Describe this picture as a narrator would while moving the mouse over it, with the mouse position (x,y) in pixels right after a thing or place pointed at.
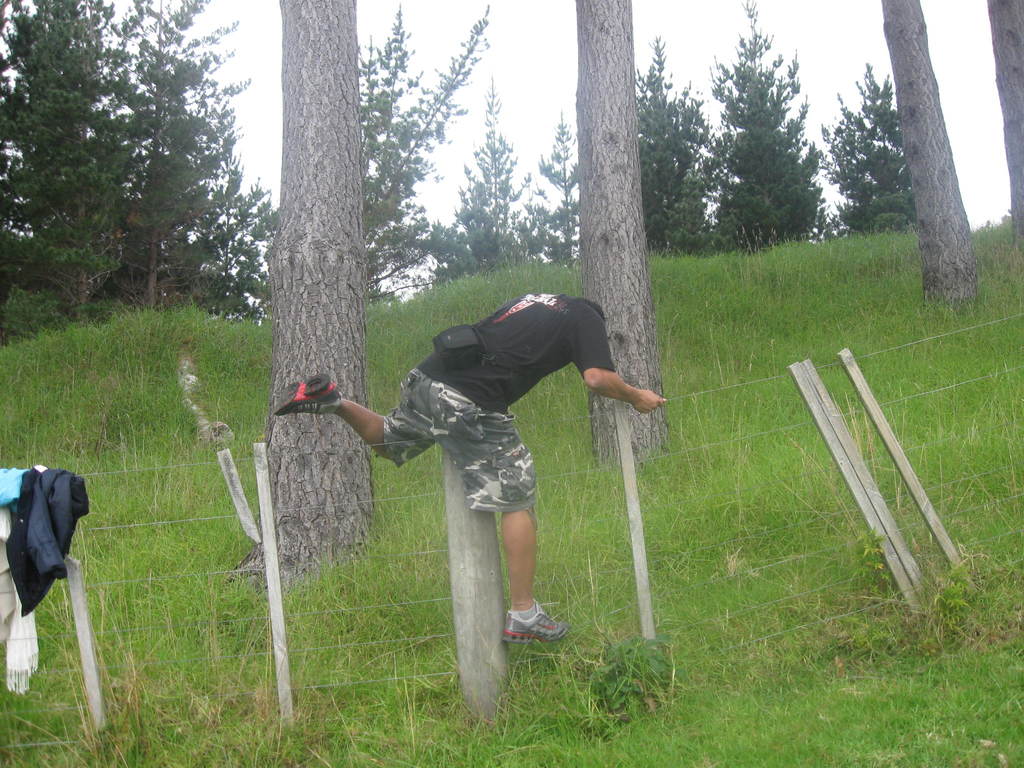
This picture shows few trees (312,157) and we see a man (469,454) crossing the fence (453,479) and he wore a bag (460,352) and we see few clothes (13,489) on the fence (82,606) and grass (797,712) on the ground (1007,511) and a cloudy sky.
